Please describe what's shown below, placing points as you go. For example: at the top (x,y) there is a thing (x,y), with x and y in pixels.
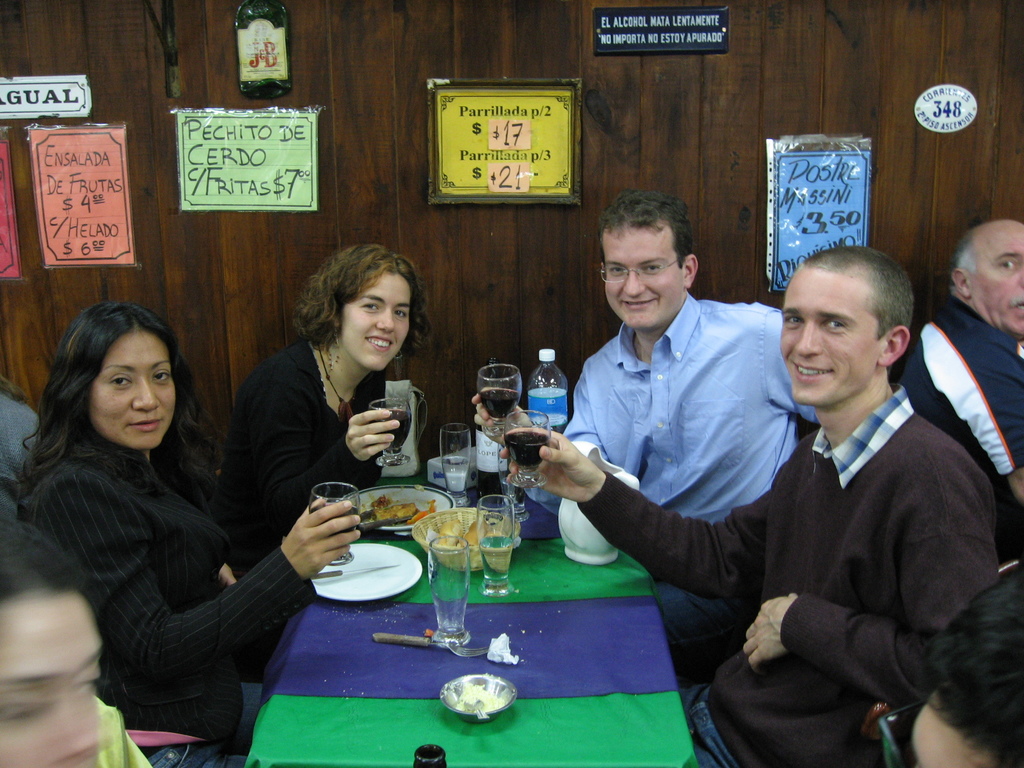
There are some people (200,614) sitting in the chairs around the table (529,598) on which glasses (446,565), plates (341,580) and bowls (437,528) were placed. Two (361,360) of them were women (251,487) and two (641,449) of them were men (696,458). In the background (465,138) there are some photo frames (472,150) and papers (232,156) attached to the wall (383,90) here.
